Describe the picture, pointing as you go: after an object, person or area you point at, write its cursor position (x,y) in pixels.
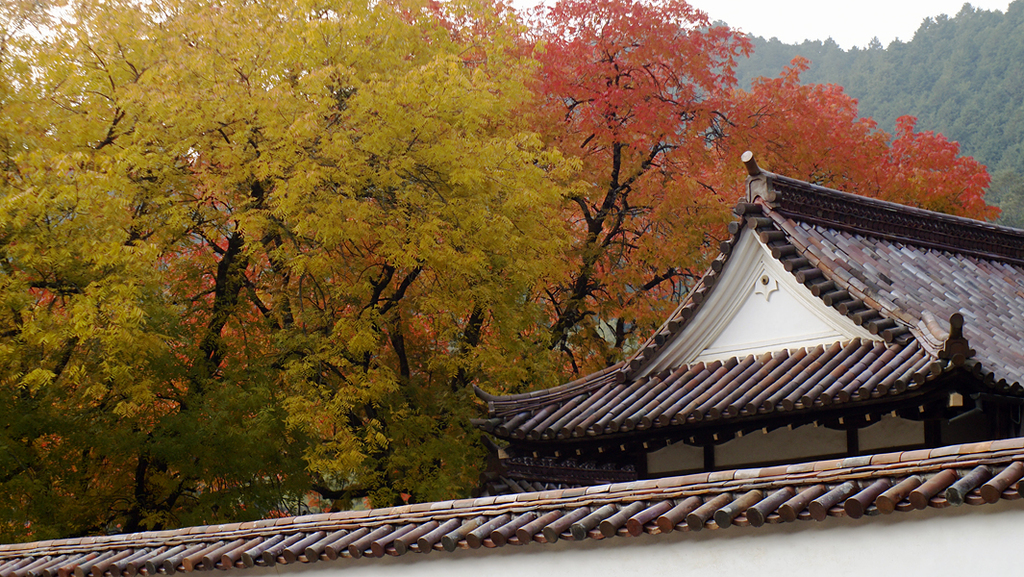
In the foreground of this picture (725,482), there is a Japanese house (719,424). In the background (581,228), there are trees (514,96) and the sky (792,17).
